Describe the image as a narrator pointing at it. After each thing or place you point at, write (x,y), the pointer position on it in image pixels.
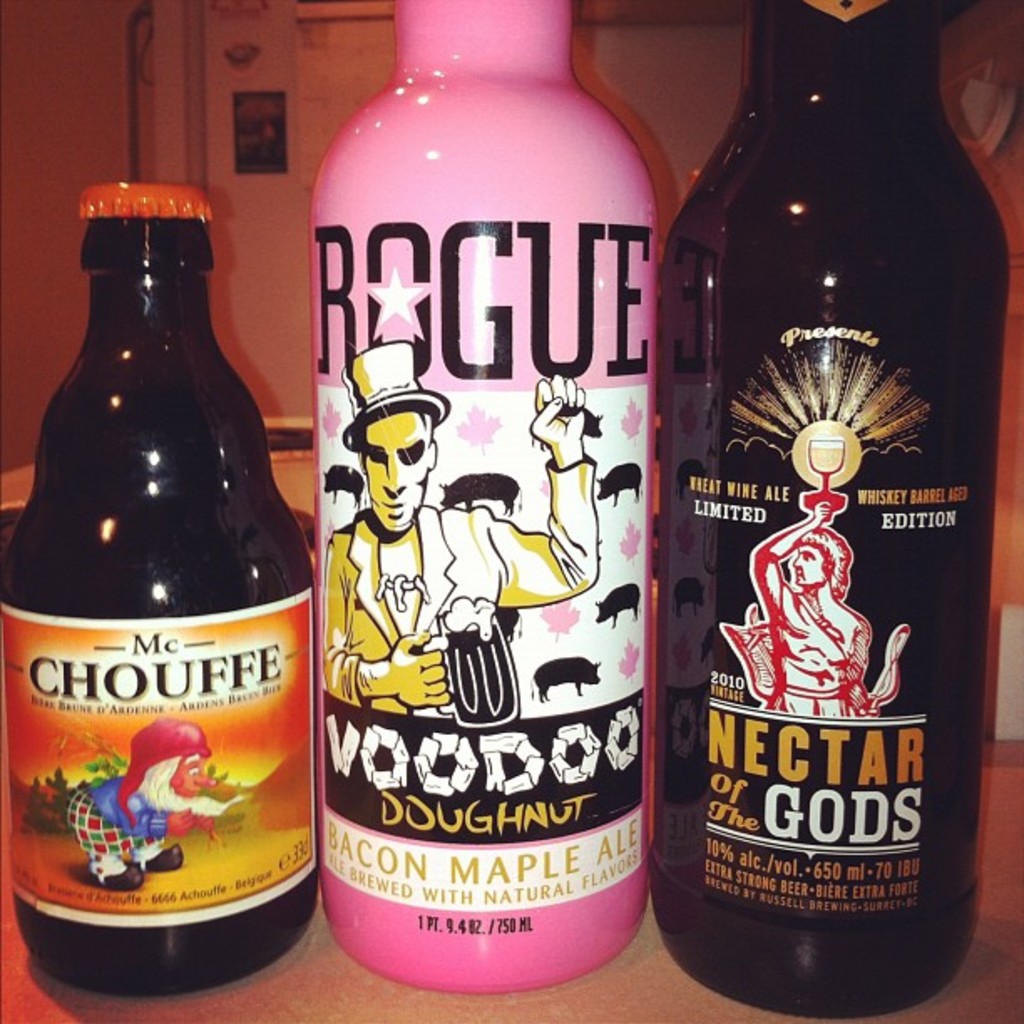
In the image there are total three bottles (495,233) of different sizes and colors, the first one is of black color, the second one is of pink, the third one is of orange and black, in the background (30,249) there is a wall (355,95), all the three bottles (466,479) are placed on the table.
